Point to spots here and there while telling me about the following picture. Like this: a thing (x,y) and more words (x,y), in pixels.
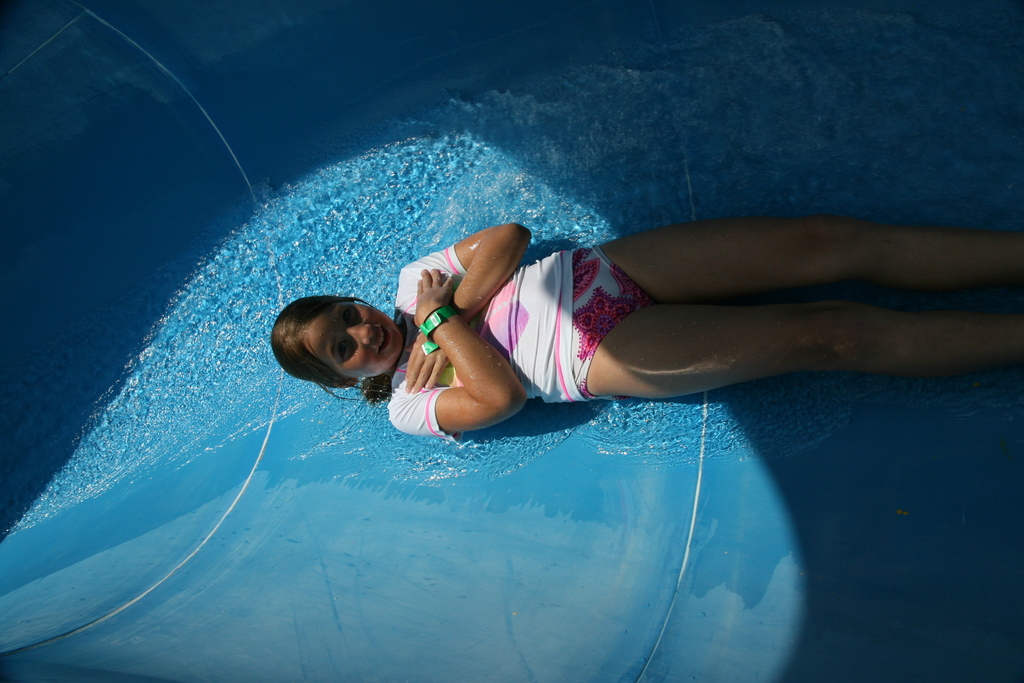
In this image, I can see a girl (489,337) lying and water (252,306) flowing on the blue surface (216,463).
